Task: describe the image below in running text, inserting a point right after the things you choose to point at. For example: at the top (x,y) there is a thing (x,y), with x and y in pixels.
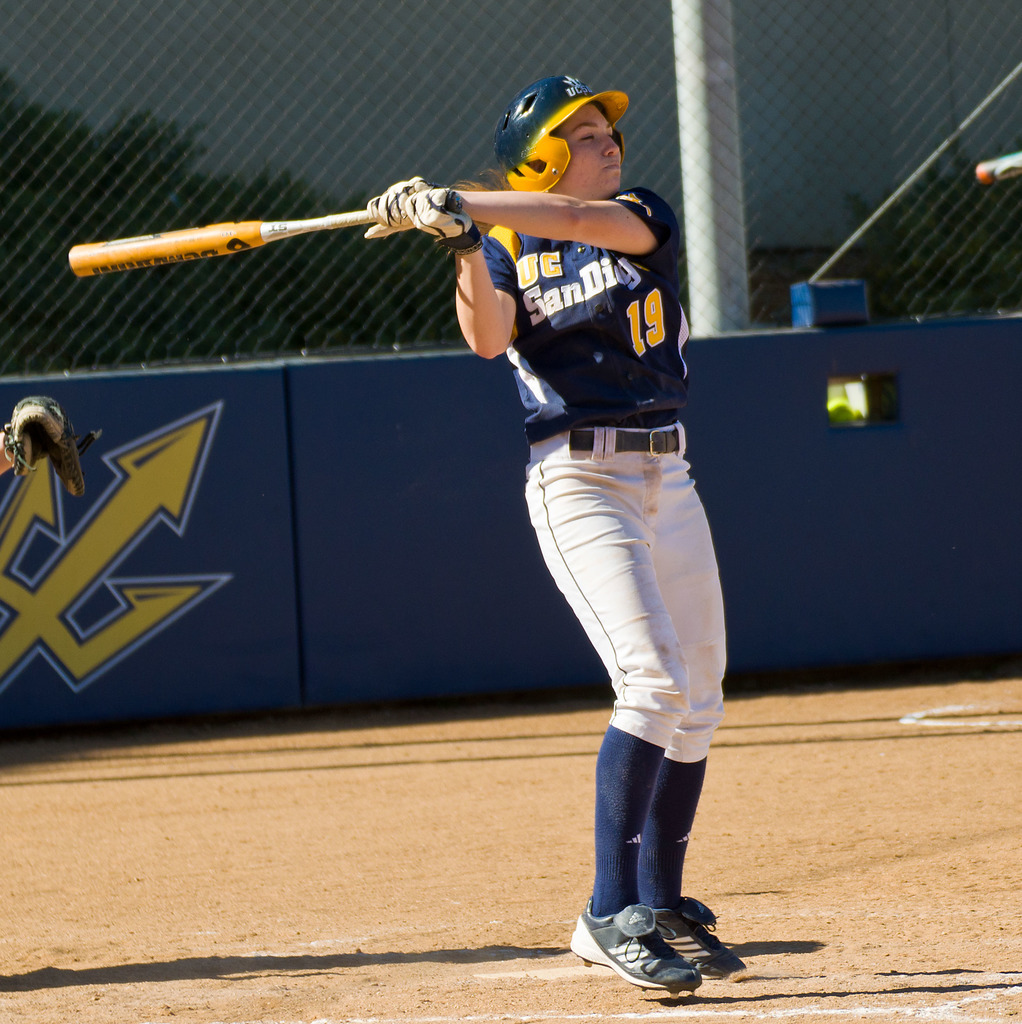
In this image there is a lady (670,827) standing and holding a baseball bat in her hand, behind her there is a net fence (269,73) and banners (128,564) with a logo (130,537), there is an object (13,444) in the air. In the background (24,142) there are trees (142,222), plants (244,214) and a wall (491,90).
